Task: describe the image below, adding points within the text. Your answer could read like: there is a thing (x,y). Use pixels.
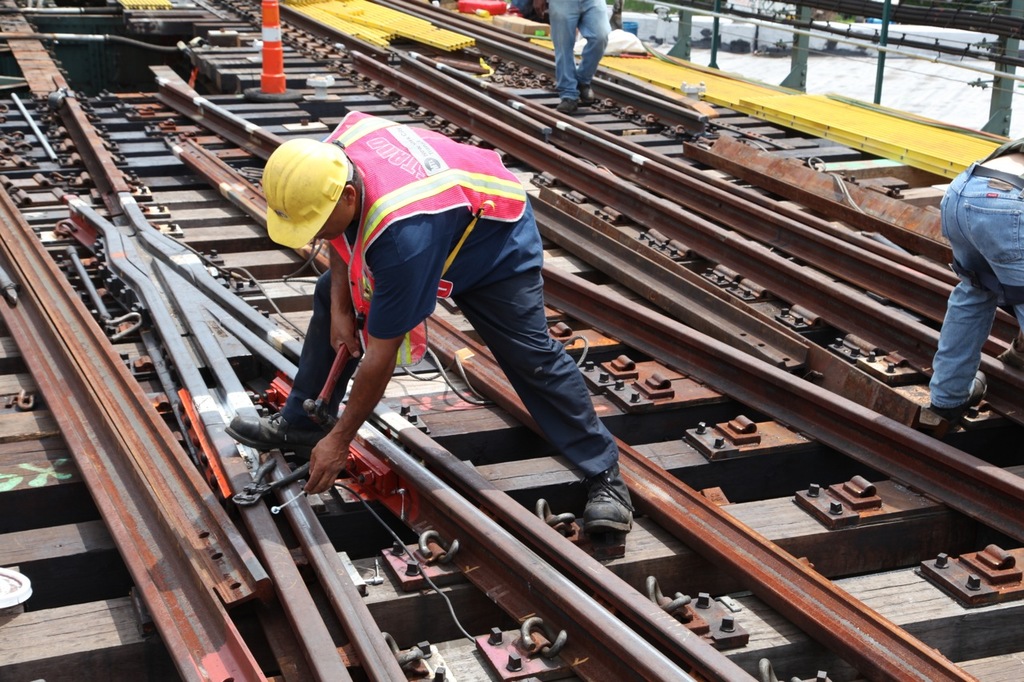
In this picture I can see railway tracks (555,663), there are three persons (316,316), there is a person (320,336) repairing a railway track (285,355), and in the background (753,9) there are some objects (655,80).
